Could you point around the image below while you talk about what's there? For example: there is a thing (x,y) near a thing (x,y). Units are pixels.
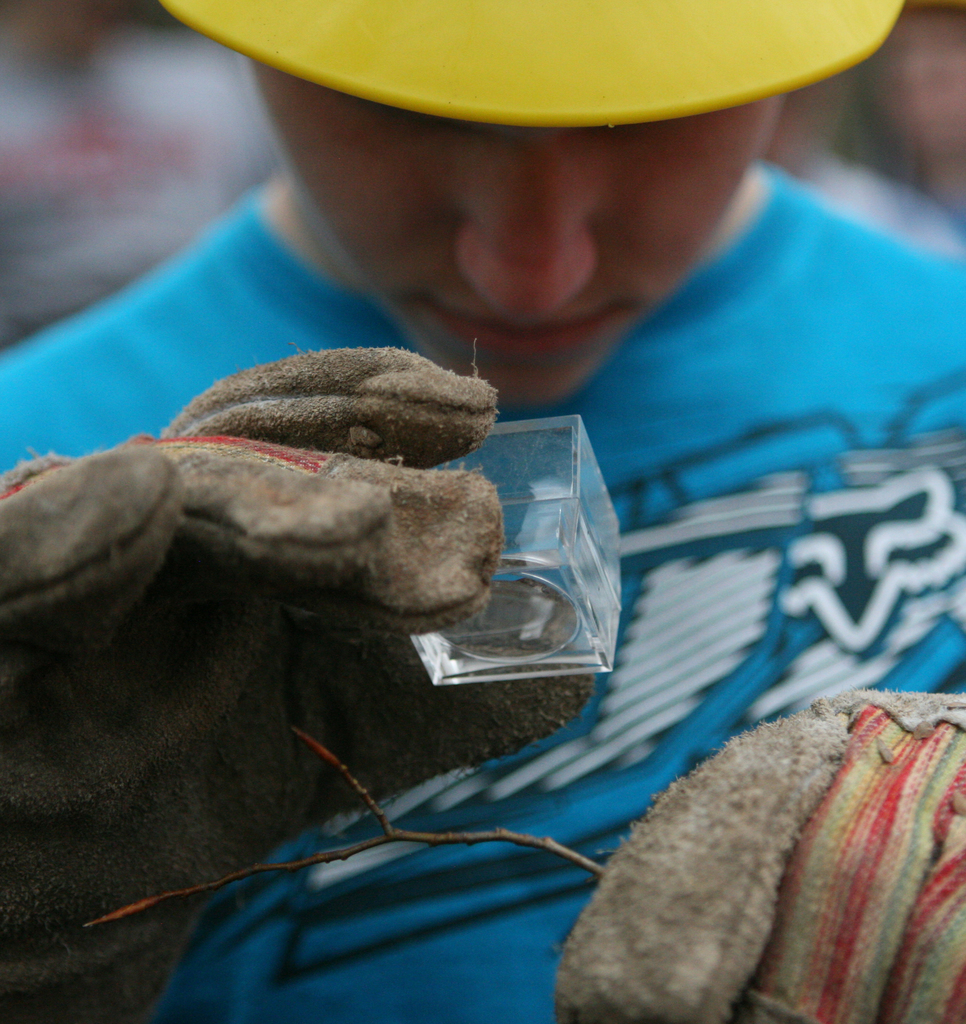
In this image I see a man (388,167) over here who is wearing gloves (512,698) and I see that he is holding things (493,598) in his hands (483,535) and I see that he is wearing a blue color t-shirt (227,351) and I see that it is blurred in the background (126,135) and I see the yellow color thing (626,41) over here.
